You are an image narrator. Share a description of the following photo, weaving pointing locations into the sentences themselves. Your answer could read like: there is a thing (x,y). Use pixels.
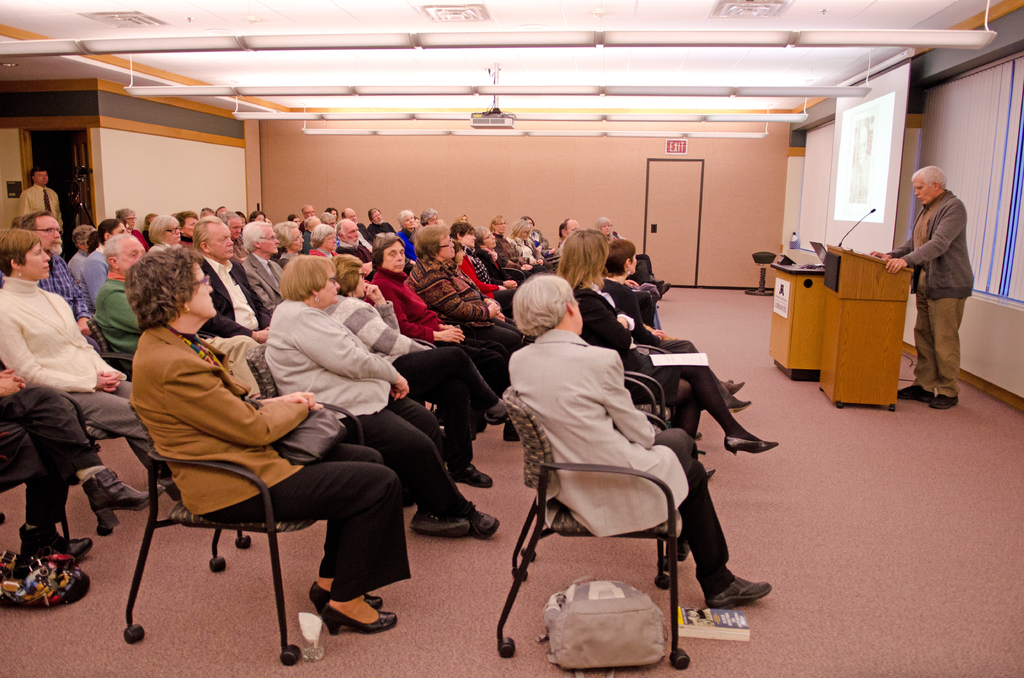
It looks like a seminar many people (505,310) are sitting on the chairs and paying attention to the person (917,268) standing in front of them, beside the person (890,252) there is a projector (846,100) and in the left hand (296,188) there is a wall (611,153) and there is an exit room (674,214) to the wall (8,132).
